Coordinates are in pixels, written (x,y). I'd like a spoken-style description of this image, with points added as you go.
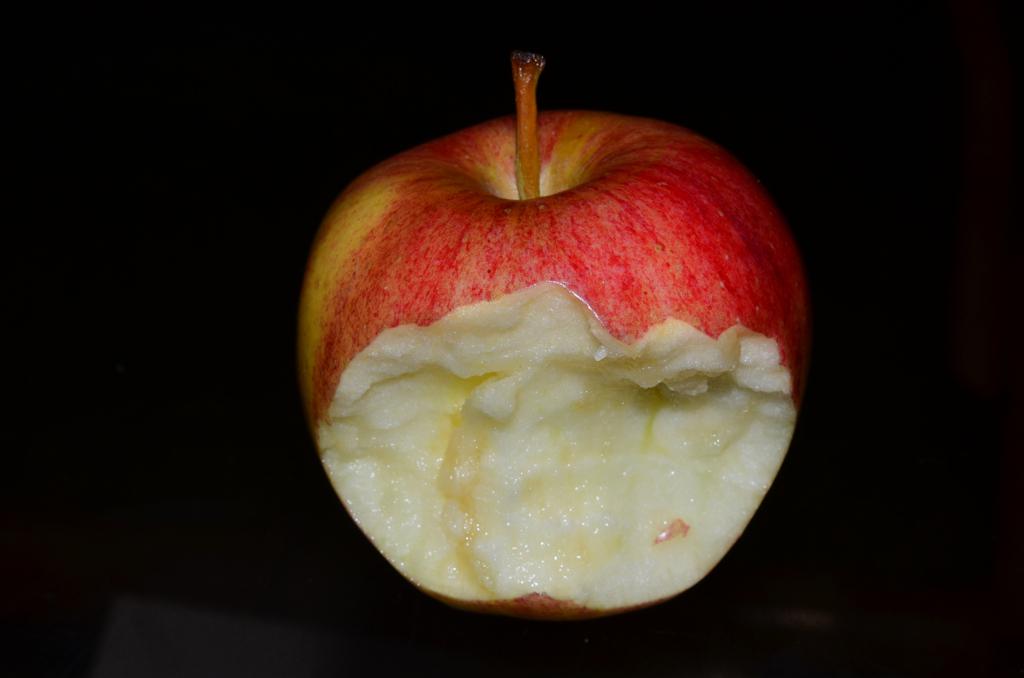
In the center of the image (505,330) there is a half eaten apple (513,446).
